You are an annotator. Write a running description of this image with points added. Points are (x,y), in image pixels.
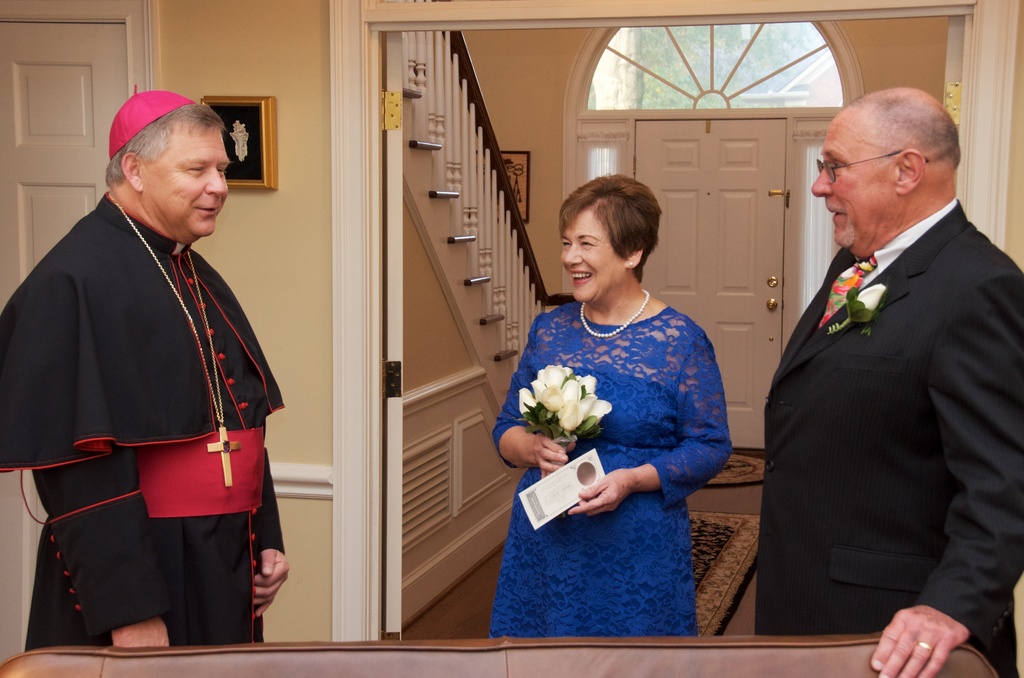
In this image we can see people (570,333) standing. In the background of the image (684,180) there is a door (746,385). There is a staircase (416,52). There is a carpet (748,532). To the left side of the image (233,185) there is a photo frame (259,178) on the wall (310,40).
